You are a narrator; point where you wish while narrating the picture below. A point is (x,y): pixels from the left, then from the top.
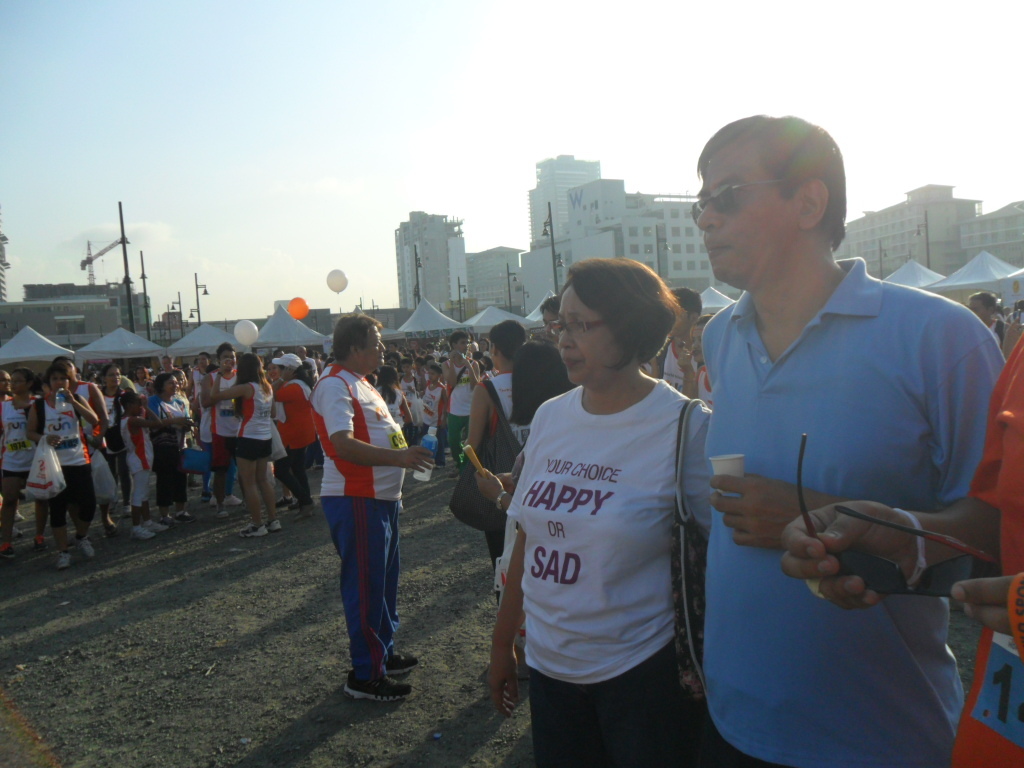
It looks like some event is going on, there is a huge crowd (542,366) gathered in an area (171,563) and around them there are many big buildings (919,216), in the background in the sky (600,64).
